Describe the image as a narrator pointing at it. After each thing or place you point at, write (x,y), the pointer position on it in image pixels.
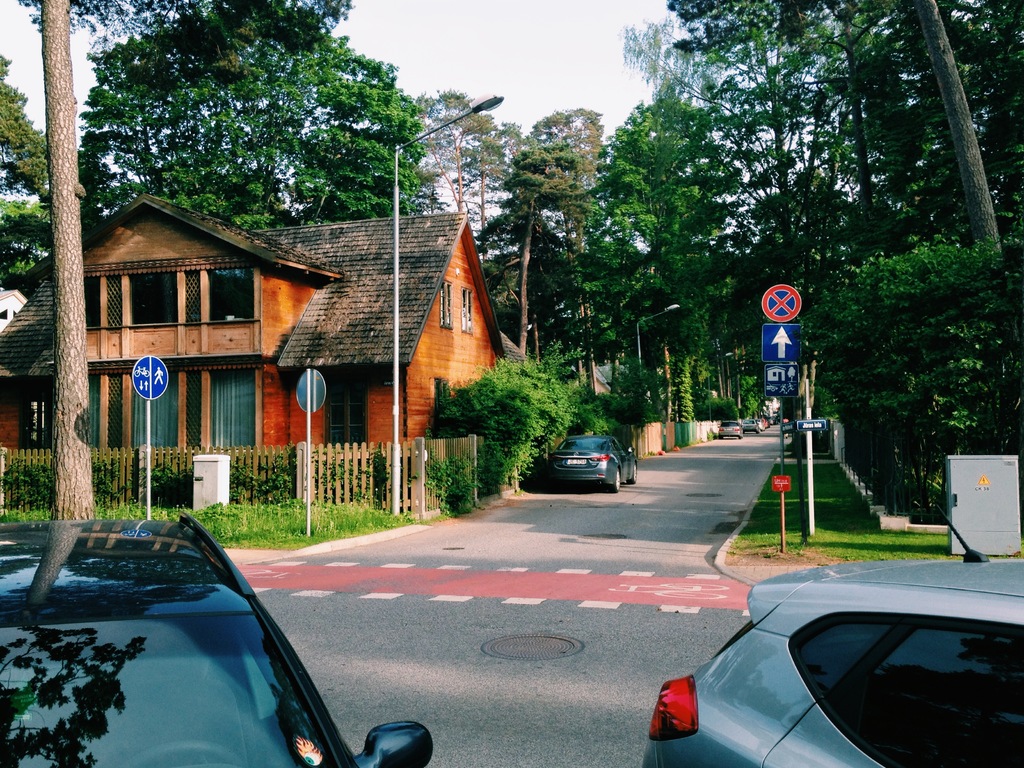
In the foreground of the picture (168,544) there are cars (211,562). In the center of the picture (518,511) there are plants (111,485), sign boards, tree (62,475) and road (531,555). In the background (450,283) there are trees (496,278), houses (443,293), fencing (661,434), road (667,461), cars (599,462) and street lights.
